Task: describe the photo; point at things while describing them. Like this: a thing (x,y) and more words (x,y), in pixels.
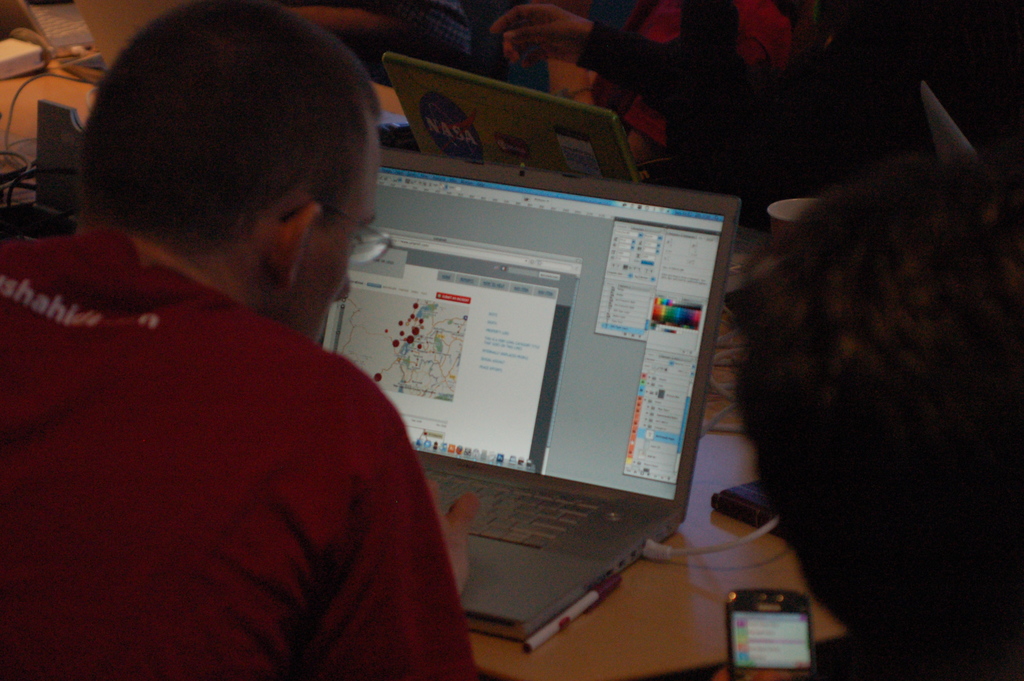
In this image we can see a few people (344,378) around the table (725,448) using laptops (552,323), there we can see a person (875,664) using a mobile phone (793,601) and few objects (56,57) on the table (492,652).
